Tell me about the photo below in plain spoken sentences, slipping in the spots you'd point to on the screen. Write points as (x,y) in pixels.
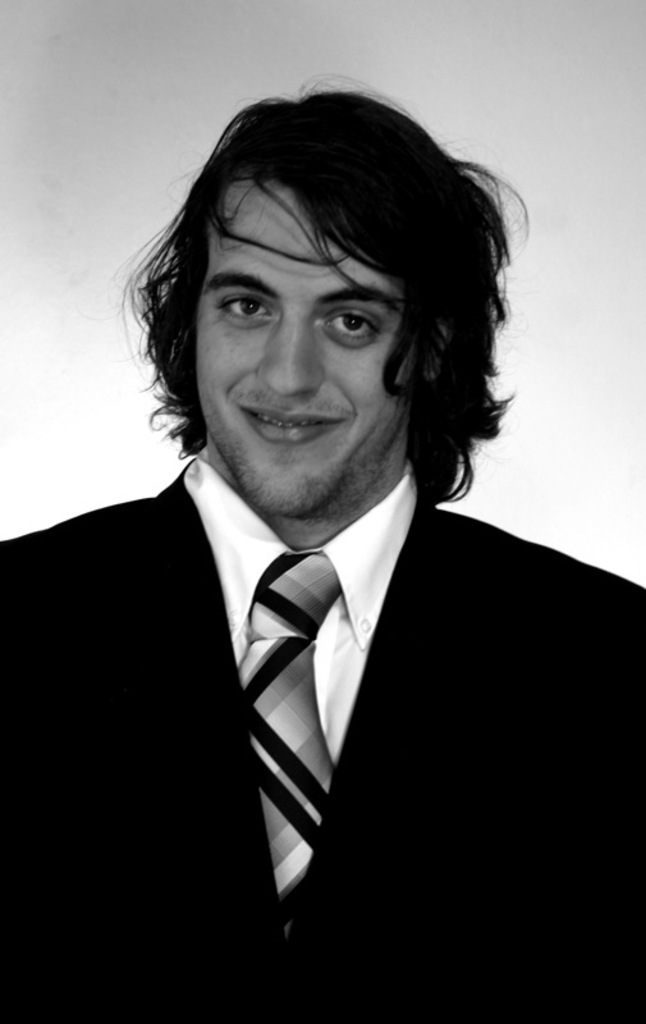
In this picture there is a man (320,269) smiling. In the background of the image (287,57) it is white.
